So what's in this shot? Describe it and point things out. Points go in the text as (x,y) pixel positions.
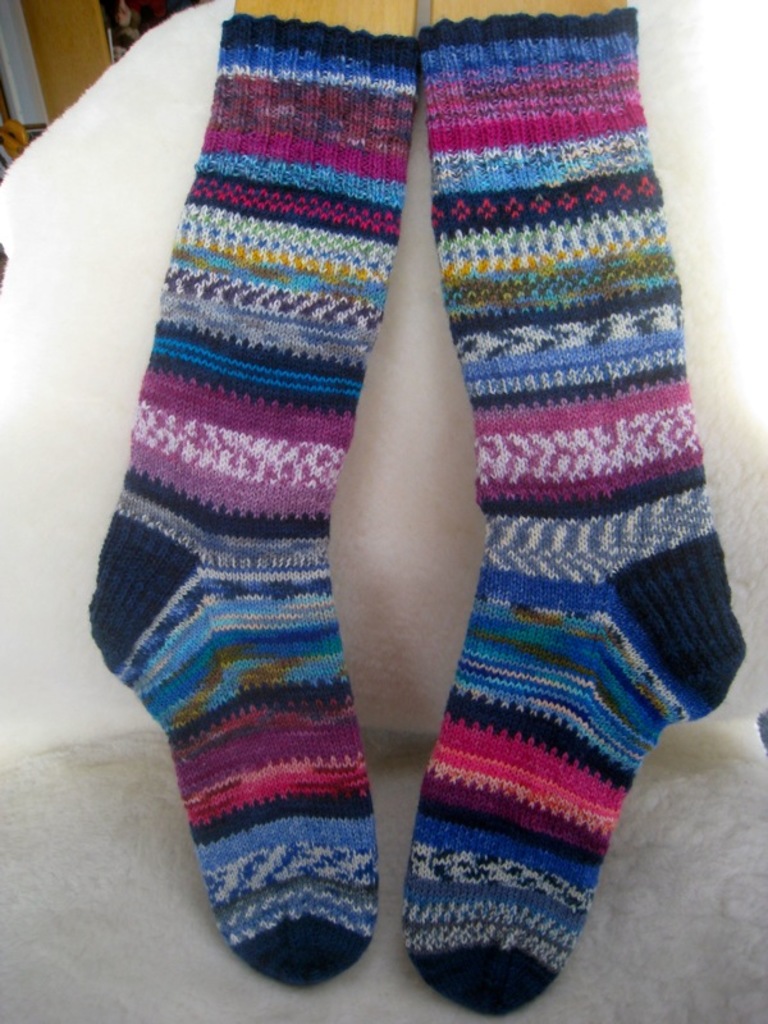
In this image we can see a pair of socks (285,839) on the chair (413,206).
